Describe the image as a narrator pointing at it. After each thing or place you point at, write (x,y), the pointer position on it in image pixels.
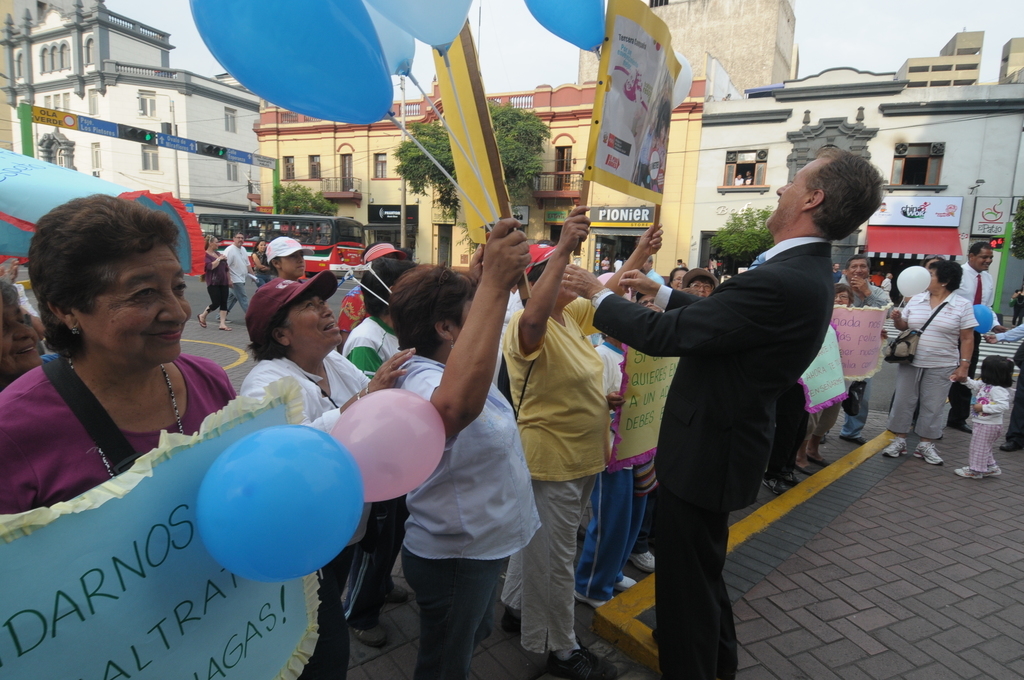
In this image we can see group of persons (756,400) standing with charts (606,146) on the road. In the background (94,132) there are buildings (93,145), sign boards (94,132), poles (404,139), trees (399,157), vehicle (304,222) and persons (204,261) on the road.
